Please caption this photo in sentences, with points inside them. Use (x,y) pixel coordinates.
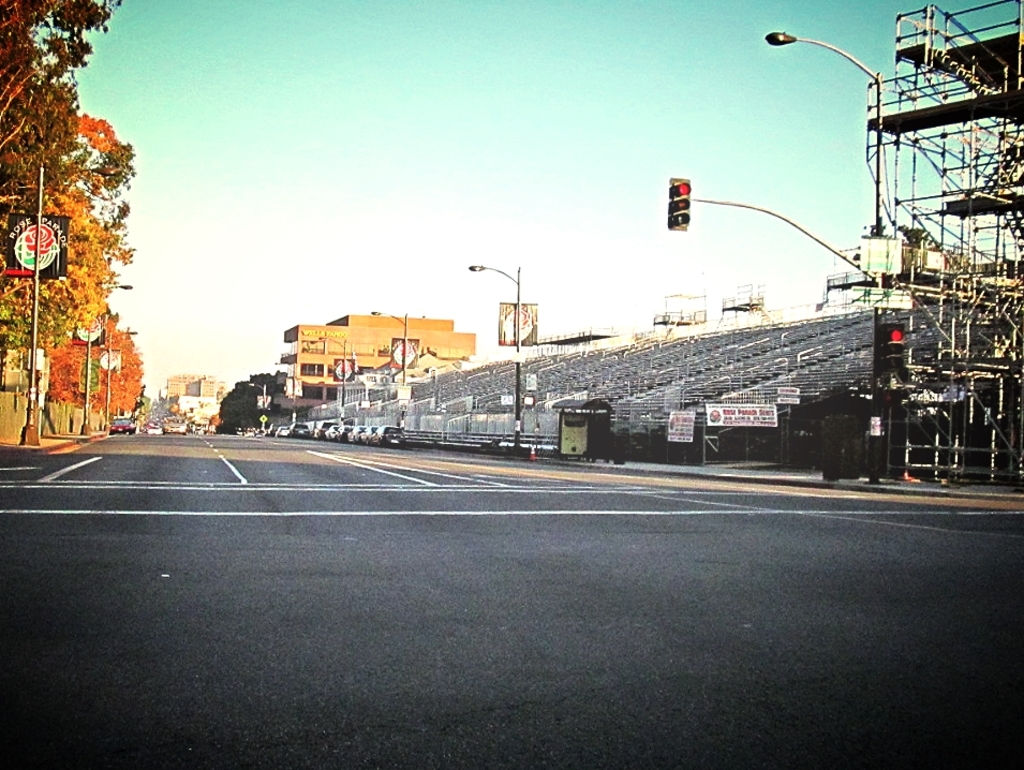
In the image there is a road (231,453) and on the right side (874,468) there is a traffic signal pole (874,384), beside that pole (876,80) there is some equipment (921,95) and on the left side (29,287) there are plenty of trees (80,307), in front of the trees (61,368) there are banners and many vehicles (320,425).
